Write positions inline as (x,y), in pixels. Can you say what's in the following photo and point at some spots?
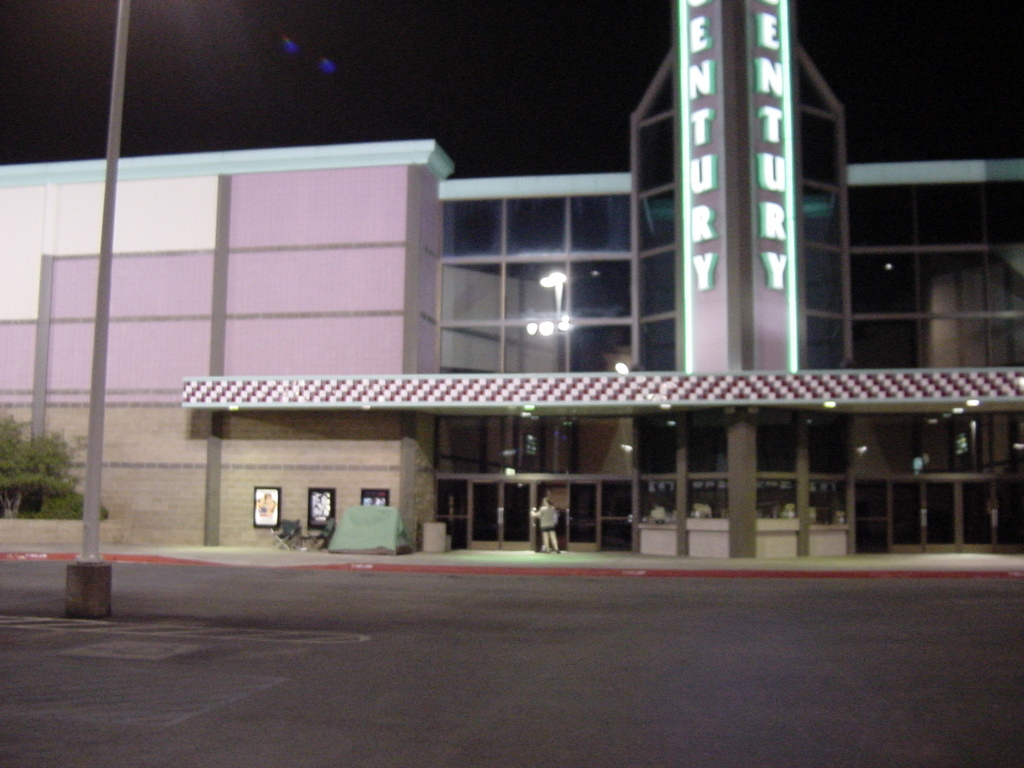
In this image there is a building (363,286), in front of the building (520,495) there is a person (544,523) standing, beside them there are a few objects (332,545) and there are a few posters (328,501) on the wall (241,468) of the building (182,475), on the left side of the building (182,472) there are plants (56,484), in front of the building (187,489) there is a pole (116,77) on the road (655,718), on the building (697,250) there is neon text (701,263).
